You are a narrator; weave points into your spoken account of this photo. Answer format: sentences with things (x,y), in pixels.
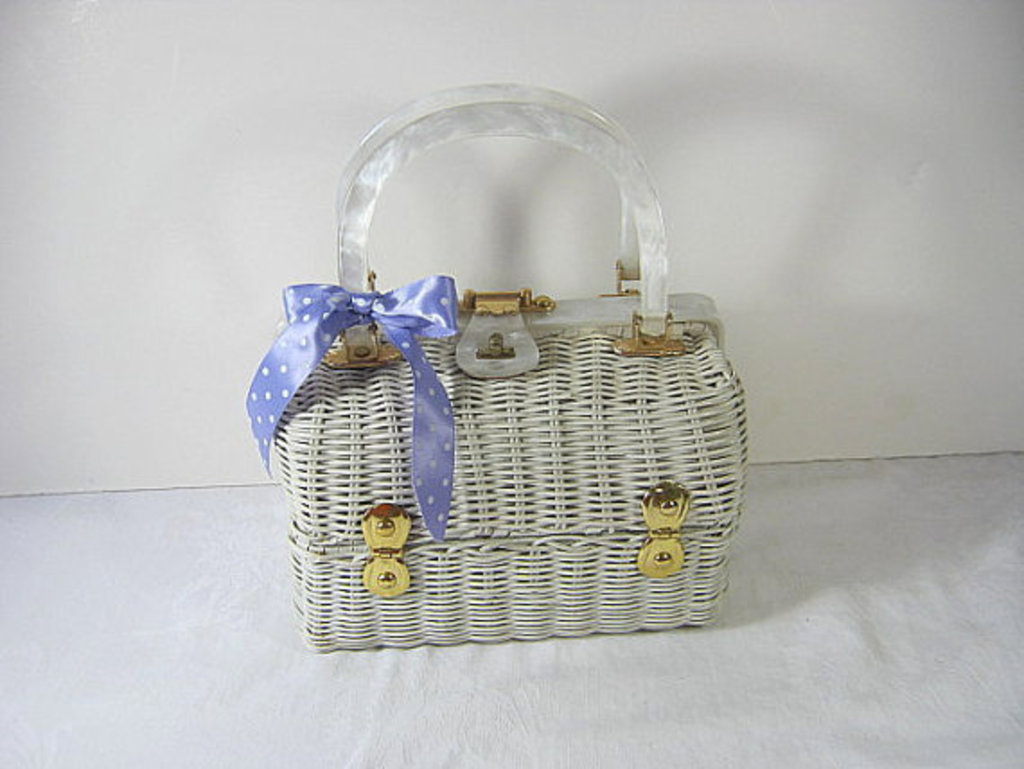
Here we see a box (698,619) and we see a ribbon (274,382) tied to it
